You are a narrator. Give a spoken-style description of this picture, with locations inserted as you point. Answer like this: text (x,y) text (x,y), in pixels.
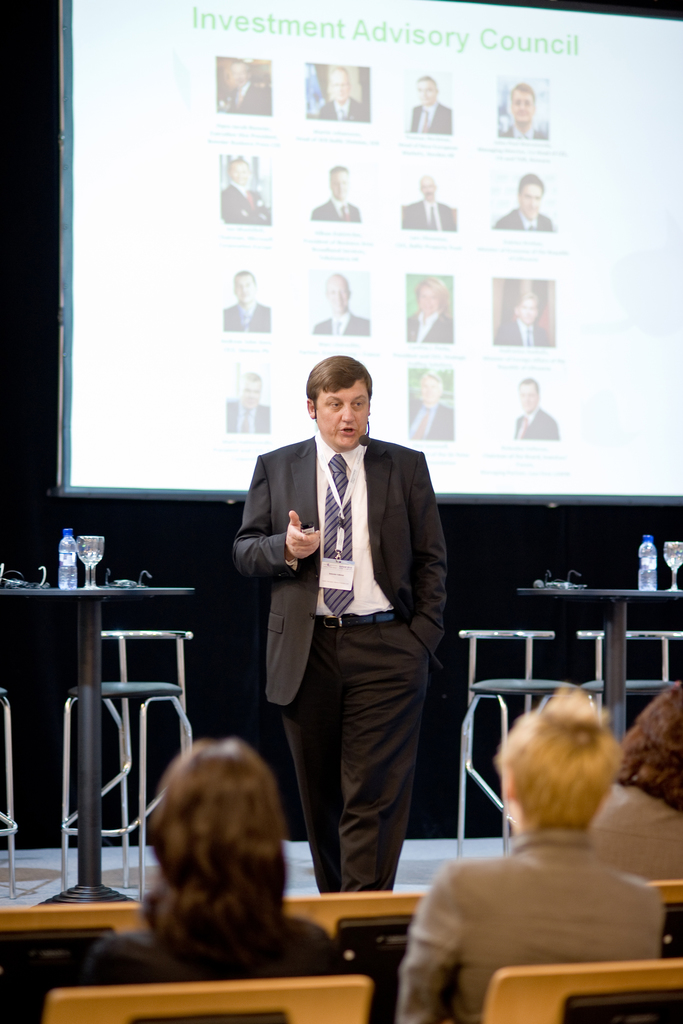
There is a person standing in the center (261,480). He is wearing a suit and he is speaking on a microphone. Here we can see a three people (513,801) who are sitting and paying attention to this person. In the background (230,372) we can see a screen (296,191) and a table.
